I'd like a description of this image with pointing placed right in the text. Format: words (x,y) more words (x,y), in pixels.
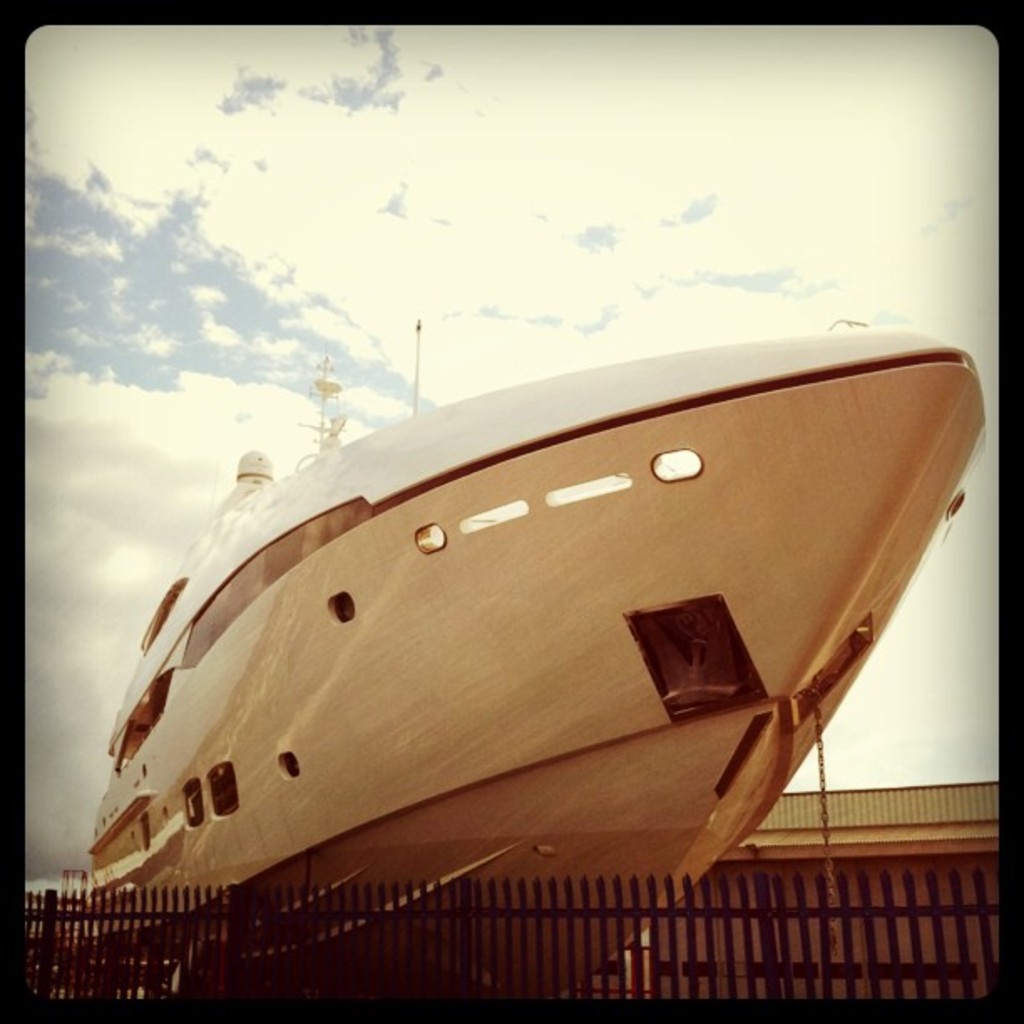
In this image we can see the motor boat (576,791). And we can see the metal fencing (888,911). And we can see the clouds (375,218) in the sky (247,378).
